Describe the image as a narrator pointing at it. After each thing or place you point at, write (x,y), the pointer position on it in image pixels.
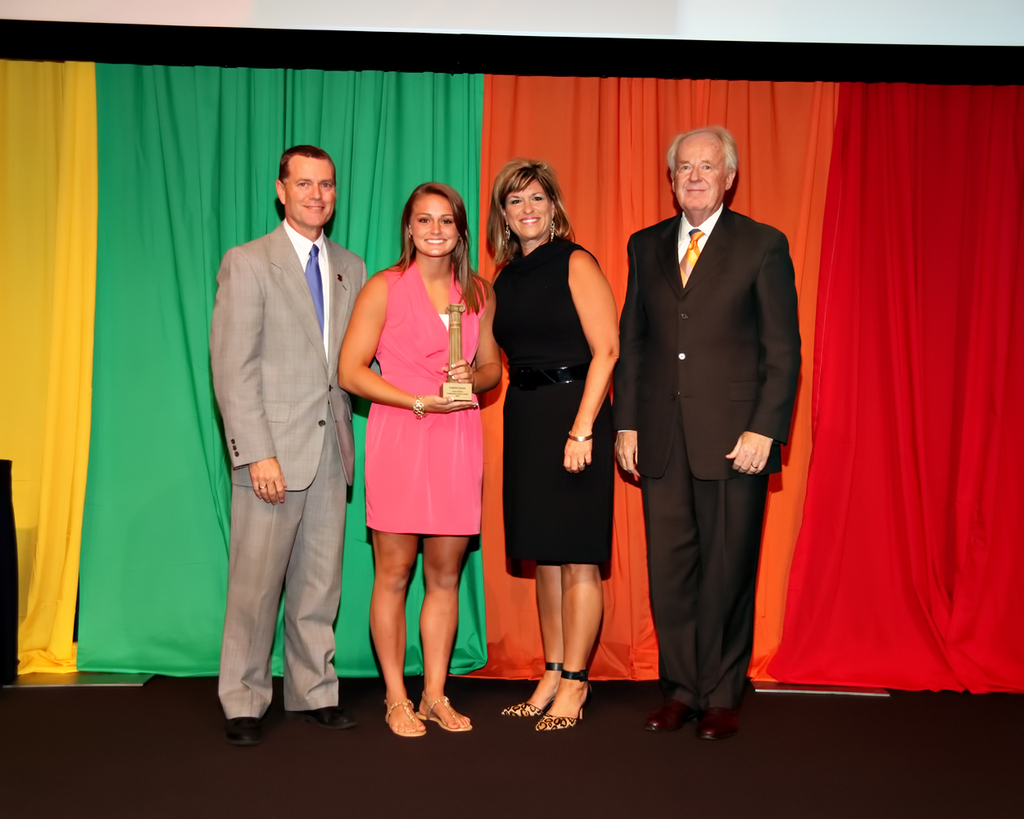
In this image in front (720,534) there are four people (482,359) standing on the floor (693,762) and there are smiling. Behind them there are curtains (152,533).
